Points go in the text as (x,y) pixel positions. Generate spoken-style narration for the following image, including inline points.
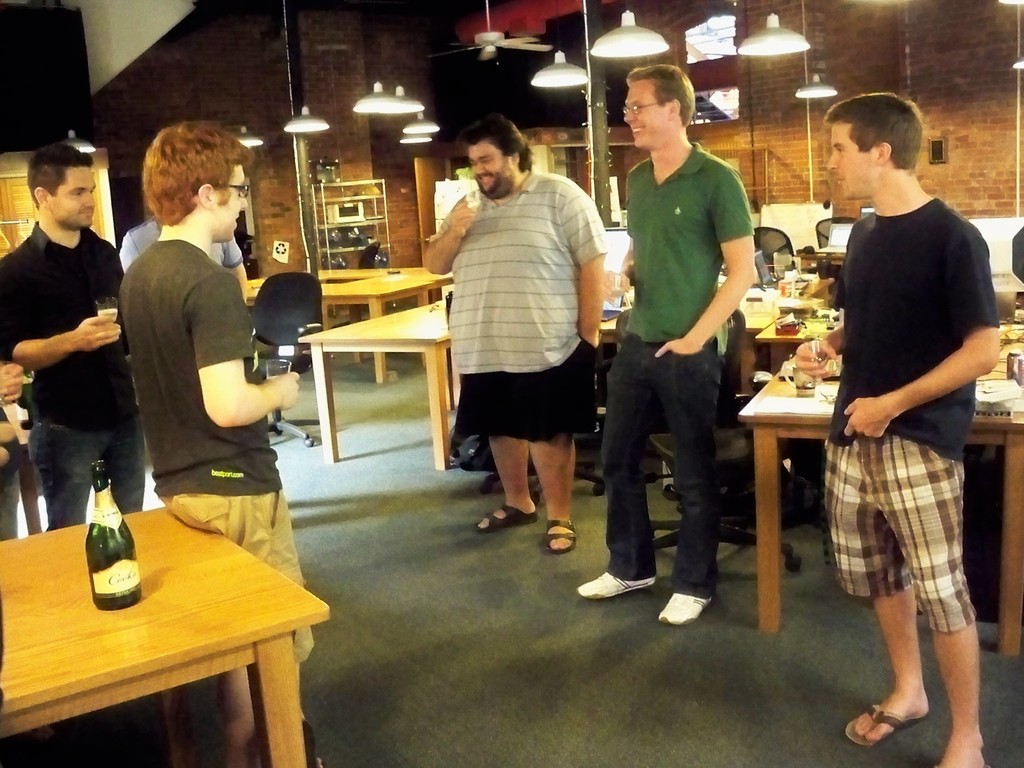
In this picture we can see men (572,180) standing near to the table (206,539) and smiling. On the table (172,551) we can see bottles (105,538), glasses (803,384). This is a floor (526,624). At the top (588,79) we can see lights (816,80).
